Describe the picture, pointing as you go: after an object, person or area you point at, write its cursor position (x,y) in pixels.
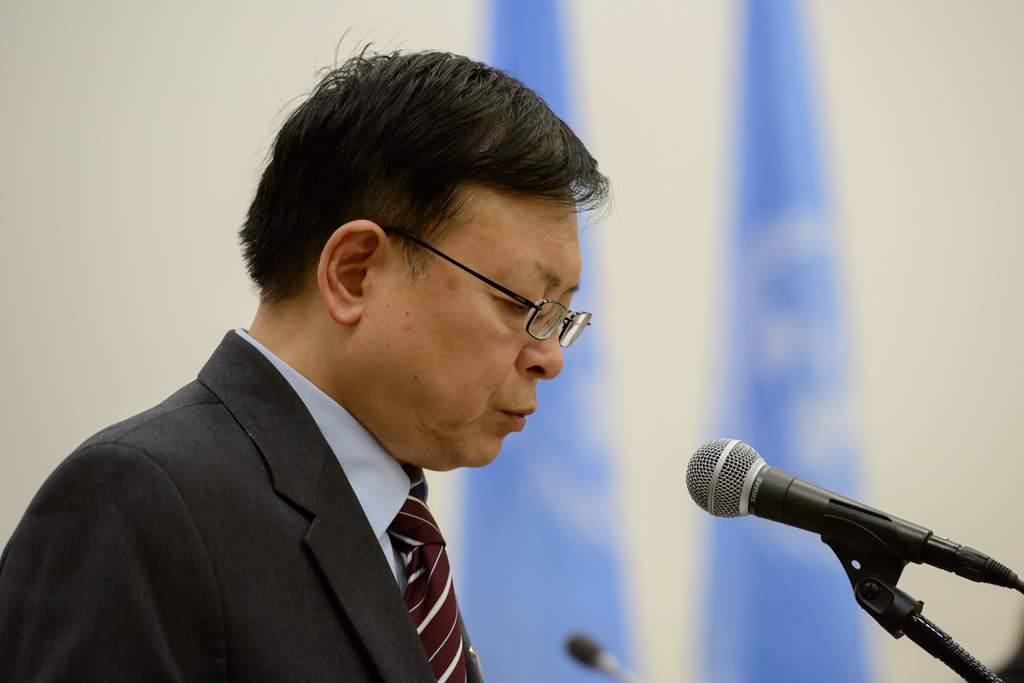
In this image I can see a person (574,194) visible in front of mike (707,493), background (19,433) is white.
